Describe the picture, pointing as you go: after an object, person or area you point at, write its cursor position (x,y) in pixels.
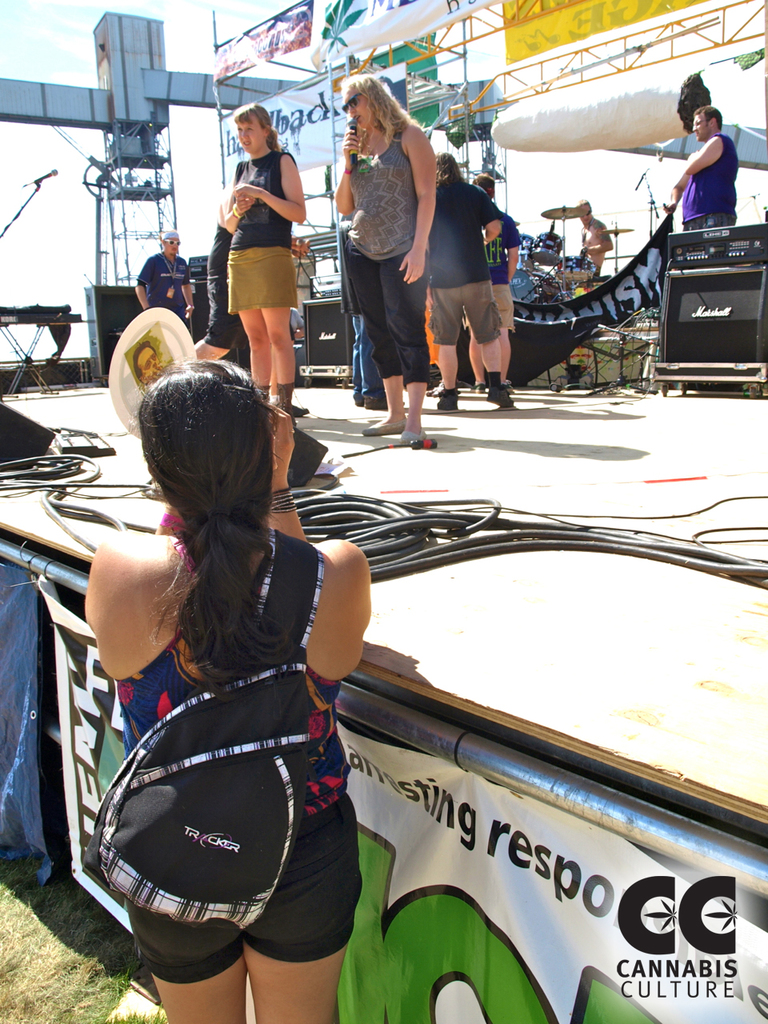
In this picture, we can see a few people (460,322), and a few on the stage (737,439), we can see some objects (349,504) on the stage (679,420) like wires (337,500), speakers (309,486), and some black color objects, we can see some musical instruments (37,317), poles (334,123), and we can see some poles (722,43), posters (272,99) with text (303,118) and some objects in the background (139,43), we can see the sky (43,21), and the ground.
